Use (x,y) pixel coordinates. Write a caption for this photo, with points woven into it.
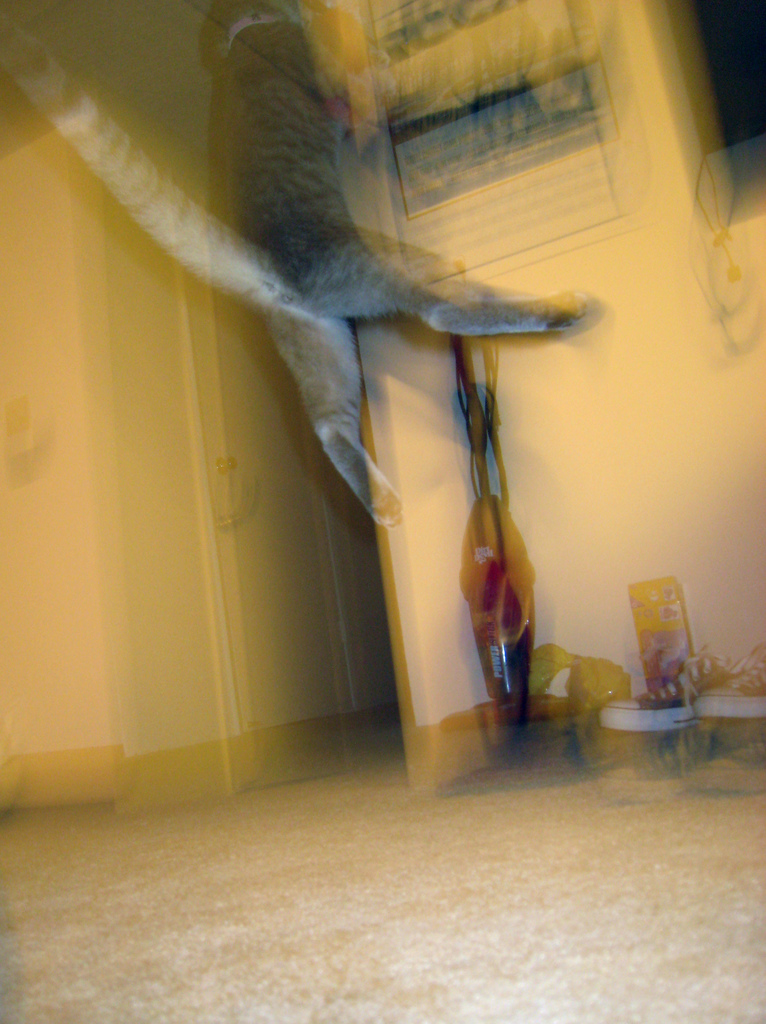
In this picture we can see the wall (626,337) and white cupboard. We can see objects (493,591) on the floor (749,780). This picture is blurry and it seems like an animal (568,301) in the air.
